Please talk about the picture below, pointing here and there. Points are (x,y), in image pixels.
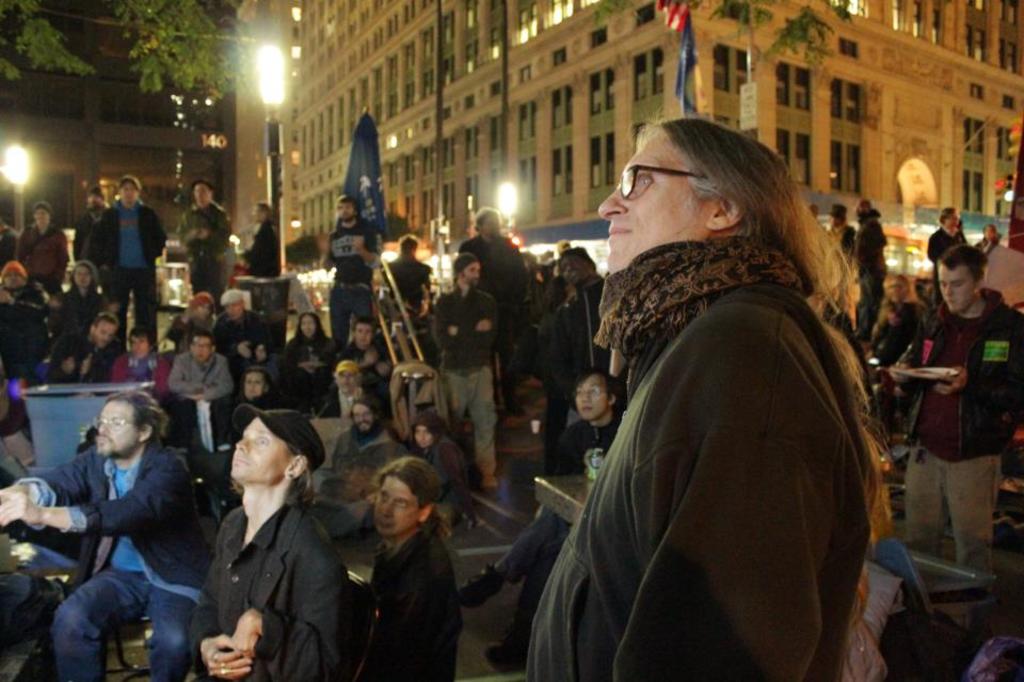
In this image in the foreground (835,364) there is one person (703,386) who is standing, and in the background (549,289) there are some people (110,500) who are sitting and some of them are standing and some of them are doing somethings. In the background (286,134) there are some buildings (620,110), trees (157,72), lights (9,169), poles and some flags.
